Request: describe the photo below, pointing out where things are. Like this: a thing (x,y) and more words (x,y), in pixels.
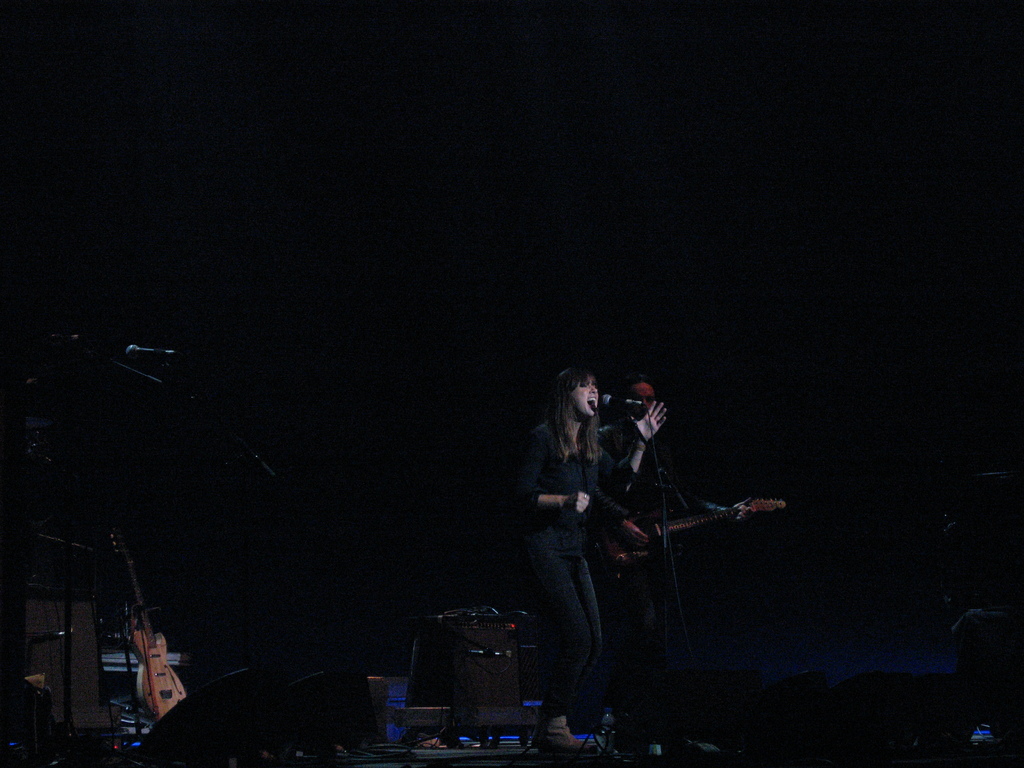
In this image a lady (565,481) is singing. In front of her there is a mic (609,401). Beside her a person (650,477) is playing guitar (639,539). There are mics (145,352), guitar (140,595) and few other things (365,695) on the floor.
